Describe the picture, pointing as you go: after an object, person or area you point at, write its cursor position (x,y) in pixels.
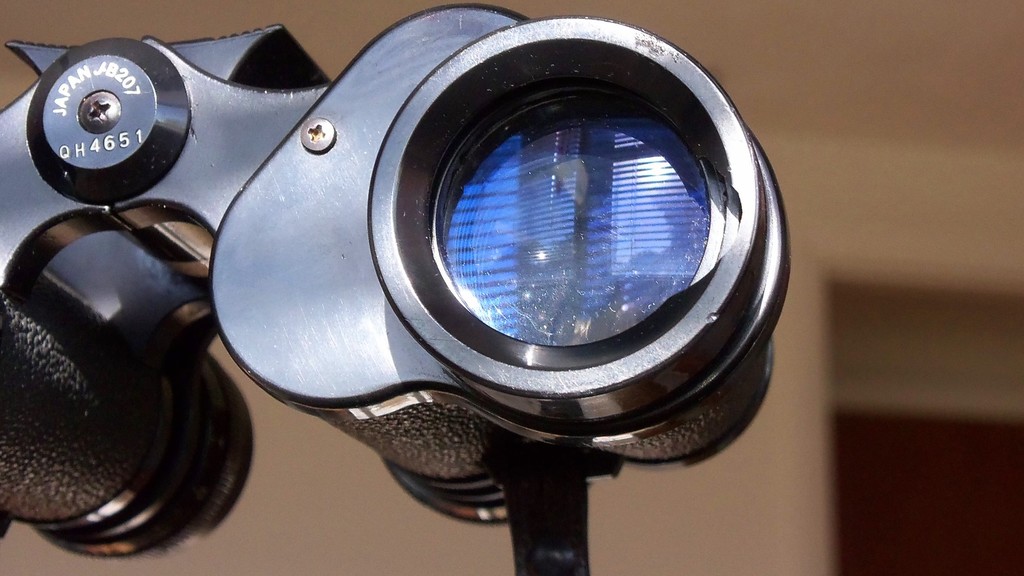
In this image I can see a black colored object (312,238) which looks like a binocular (223,201). I can see the blurry background (835,569) which is brown in color.
